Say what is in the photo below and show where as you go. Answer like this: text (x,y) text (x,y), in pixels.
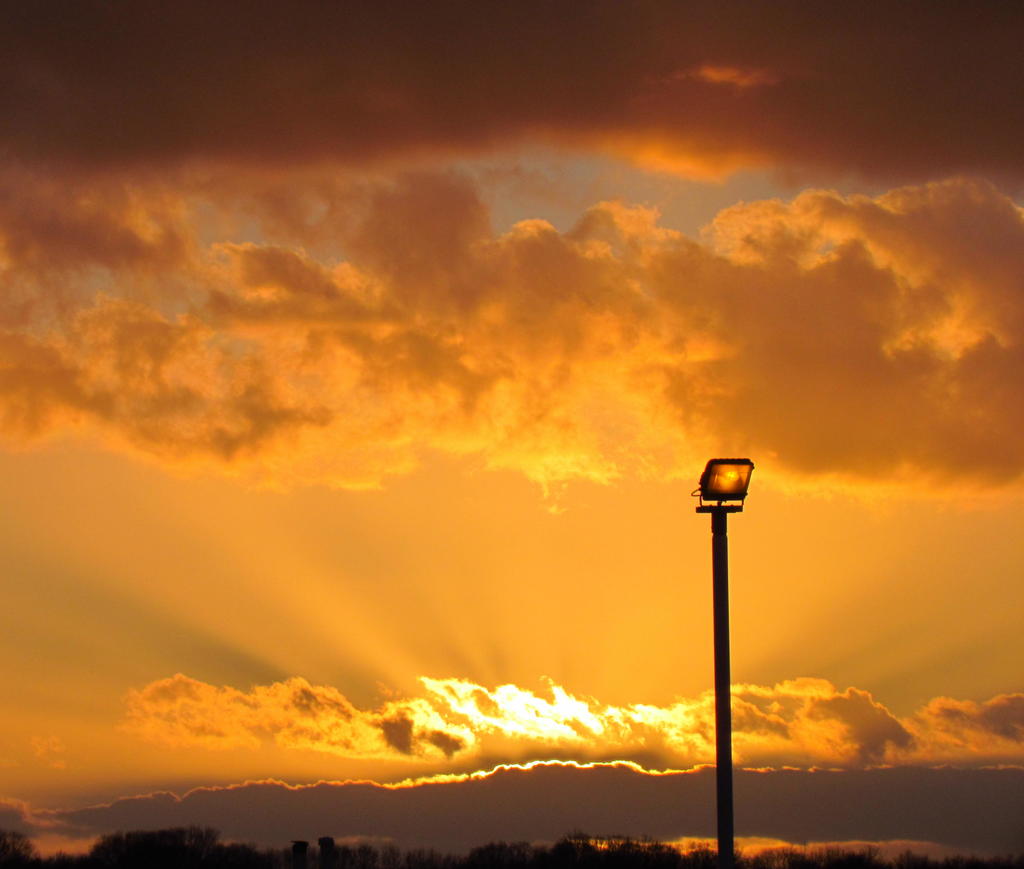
In this image there is a street light (726,842), trees (25,858) and the sky (549,378).
